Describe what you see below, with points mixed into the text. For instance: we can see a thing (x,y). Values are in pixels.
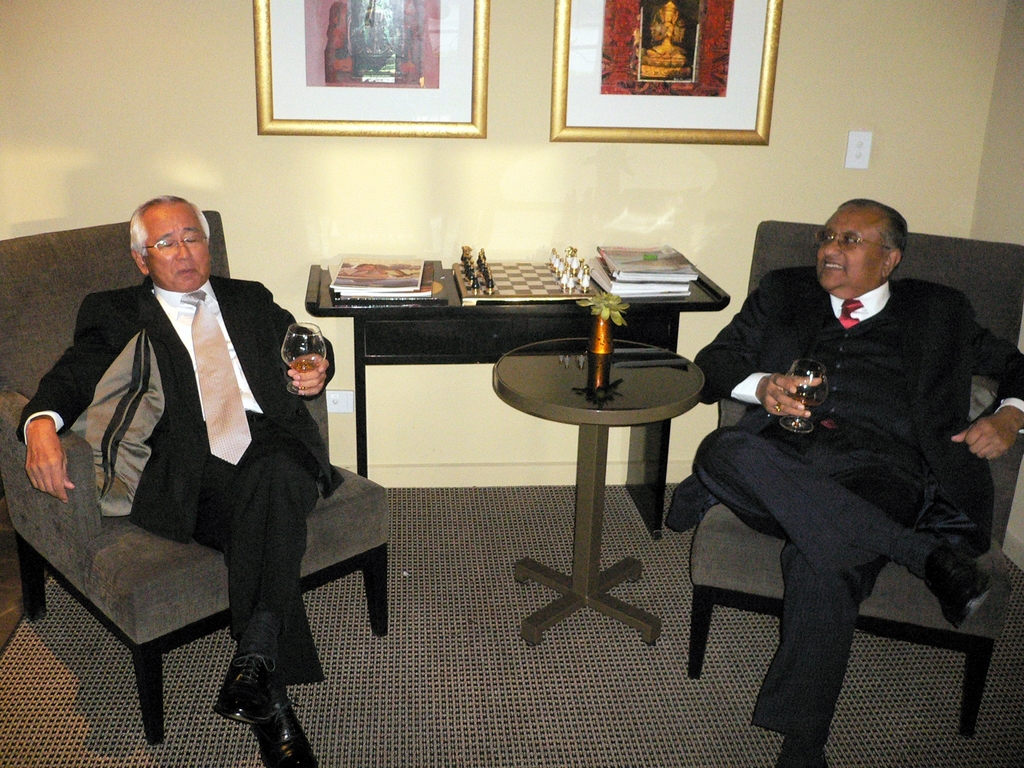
In this picture we can see two person (236,570) sitting on a chair (150,592) and they are holding a glass (314,356) which is filled with a liquid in between them there is a table (593,519) with flower vase (603,333) back side we can see one more table (657,314) some books (619,282) and some papers (601,283) are placed on it
